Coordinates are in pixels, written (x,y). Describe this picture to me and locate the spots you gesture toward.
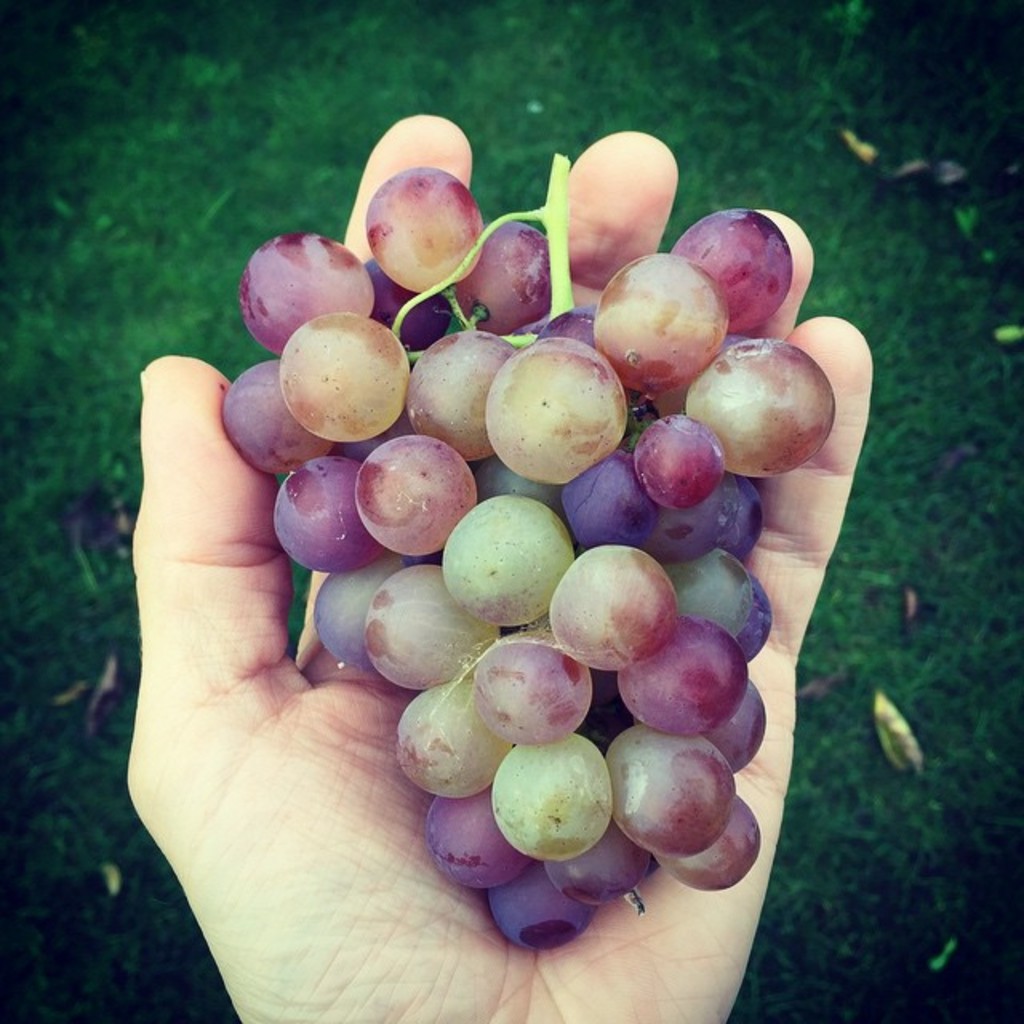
In this picture we can see a person (356,791) holding a bunch of grapes (487,722) in hand (256,664). Some leaves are visible on the grass (914,476).
